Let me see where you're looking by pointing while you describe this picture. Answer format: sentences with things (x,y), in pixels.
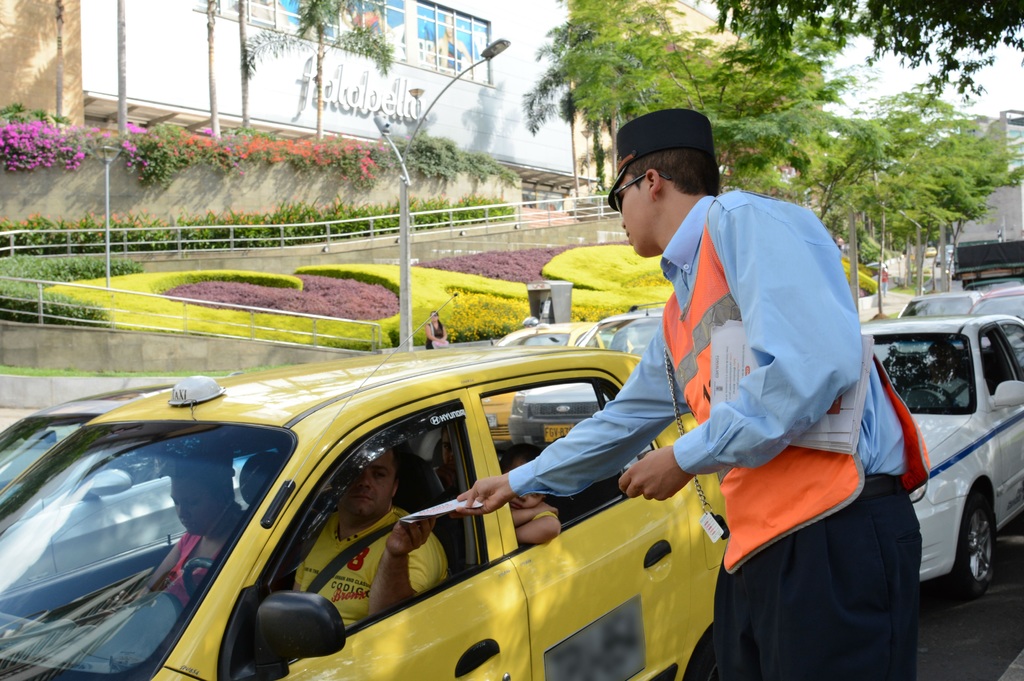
This picture is clicked in the city. In this picture, we see the men (214,533) are riding the yellow car (205,446). We see a man (556,456) in the light blue shirt (689,449) and orange jacket (754,471) is holding the papers (727,394) and he is distributing the papers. Behind them, we see many cars (884,364) are moving on the road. In the middle of the picture (440,326), we see the woman (426,329) is standing. Beside her, we see the street lights (400,274) and beside that, we see the railing (61,304) and we even see the grass (156,279) and the shrubs (261,281). On the left side (149,145), we see the plants (119,132) which have pink and red flowers (226,150). Beside that, we see a building (310,74). There are trees (568,106) and buildings (501,127) in the background (855,162).
